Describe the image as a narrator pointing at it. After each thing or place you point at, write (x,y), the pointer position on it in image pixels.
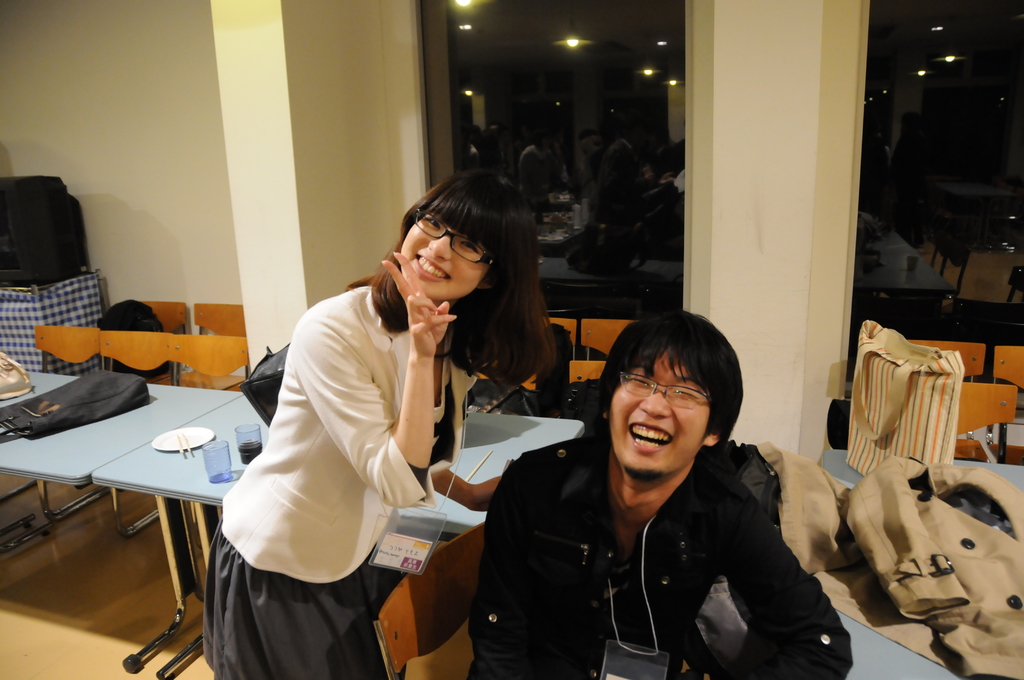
These two persons (504,522) are smiling and wear glasses (682,392) and this person (630,502) sitting on the chair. Behind these persons (538,618) we can see wall (221,94), glass window (499,151), chairs (530,382) and tables (215,421), on the table (150,454) we can see glasses (222,455), plates (170,436), sticks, bags (81,387). From this glass window (592,274) we can see lights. This is floor (65,618).
